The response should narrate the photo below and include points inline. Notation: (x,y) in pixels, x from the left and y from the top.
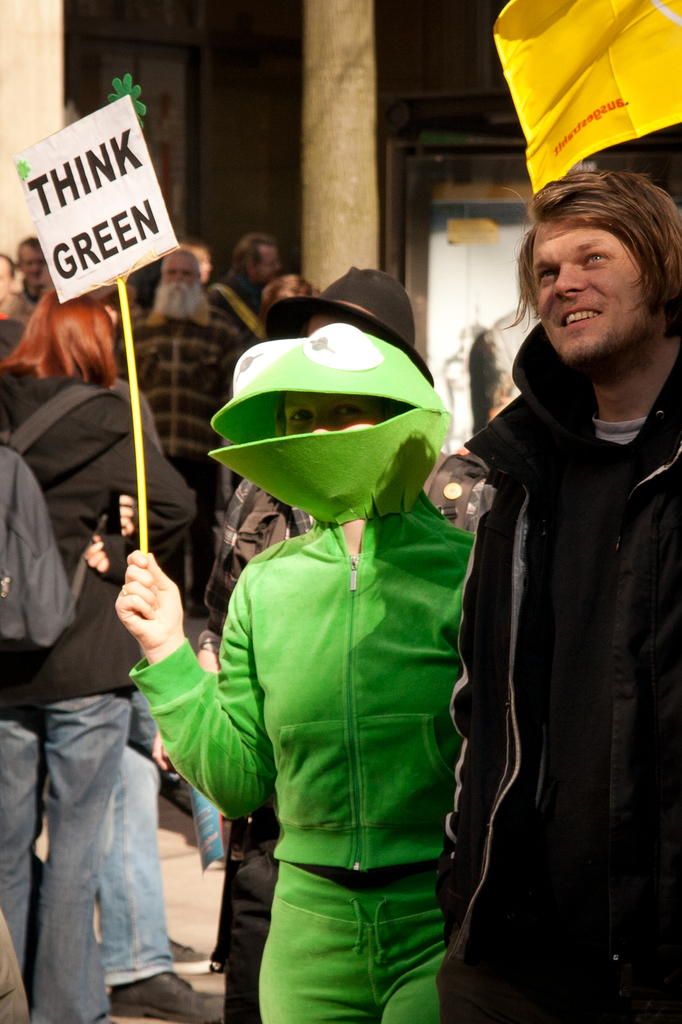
In this image I can see number of people (289,489) are standing. I can see most of them are wearing jackets (383,652) and here I can see one of them is holding a board (58,205) and on it I can see something is written. I can also see this image is little bit blurry from background (7,172).
